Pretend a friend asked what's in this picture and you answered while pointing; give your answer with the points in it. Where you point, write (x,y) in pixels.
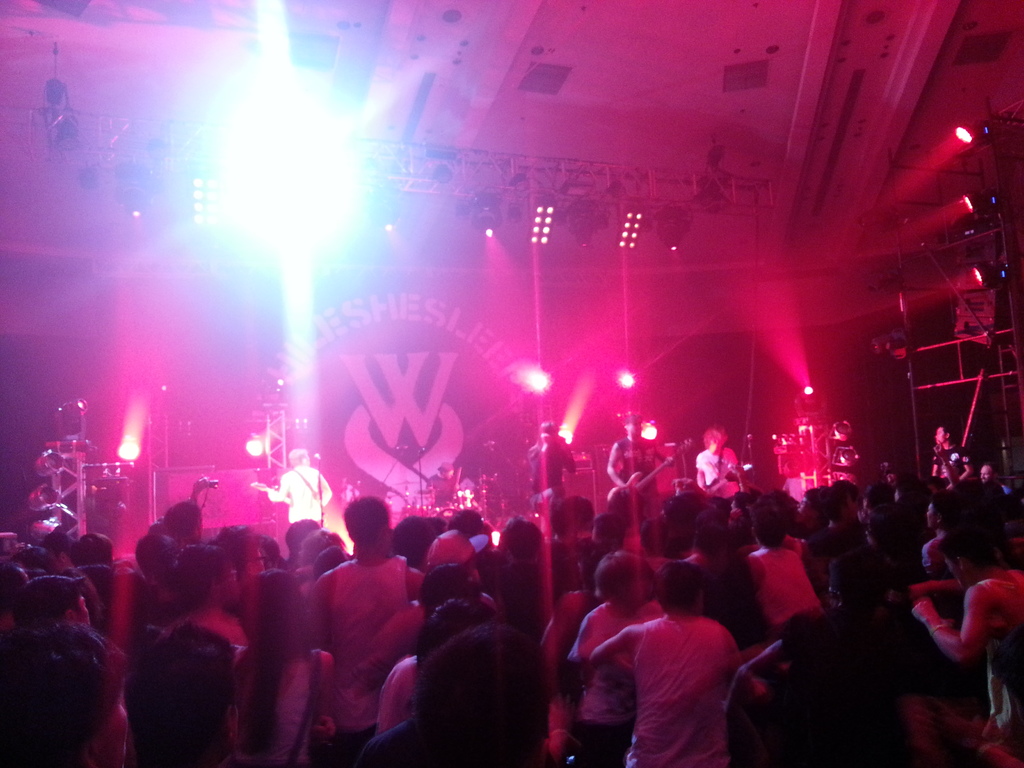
In this image I can see the group of people (476,612) standing. In front of them there are people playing the musical instruments (664,463) and there are many lights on the stage (520,447).
